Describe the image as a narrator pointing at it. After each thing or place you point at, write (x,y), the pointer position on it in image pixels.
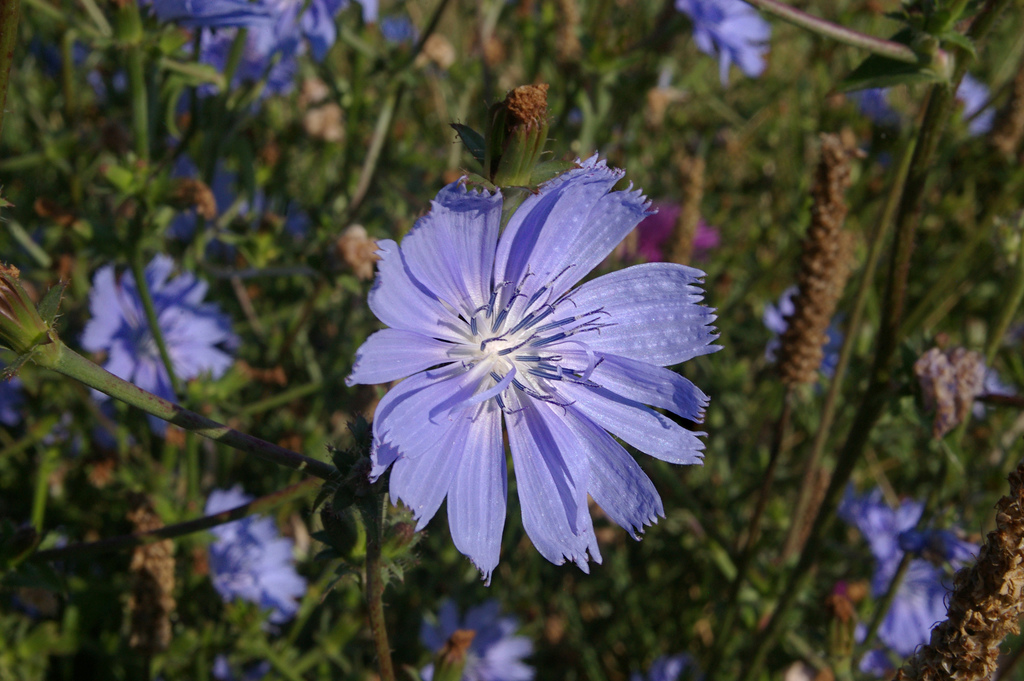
In this image I can see few flowers (550,464) in purple and pink color and few plants (732,266) in green color.
